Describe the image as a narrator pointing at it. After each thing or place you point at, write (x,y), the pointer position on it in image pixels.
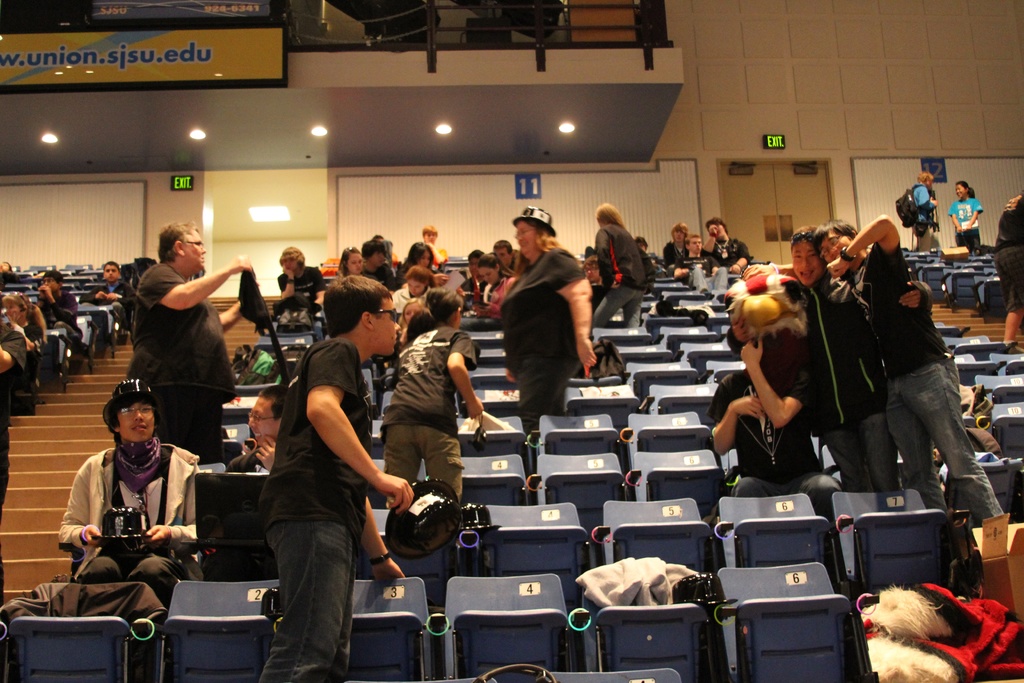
In this image there are people (459,368) sitting on chairs (480,355) and few are standing, in the background (801,97) there is a wall (750,127) and a roof (616,127).
